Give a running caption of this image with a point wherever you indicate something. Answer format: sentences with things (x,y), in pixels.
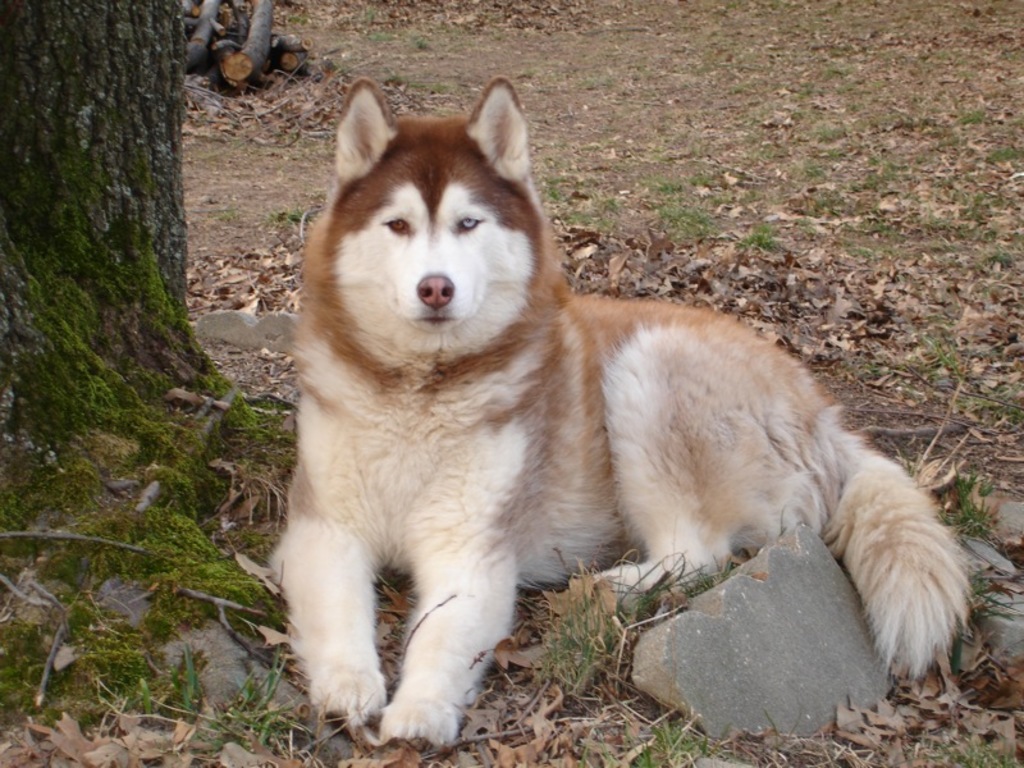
In this image I can see a dog (726,546) which is in cream and brown color. Background (86,170) I can see a trunk (128,152).
